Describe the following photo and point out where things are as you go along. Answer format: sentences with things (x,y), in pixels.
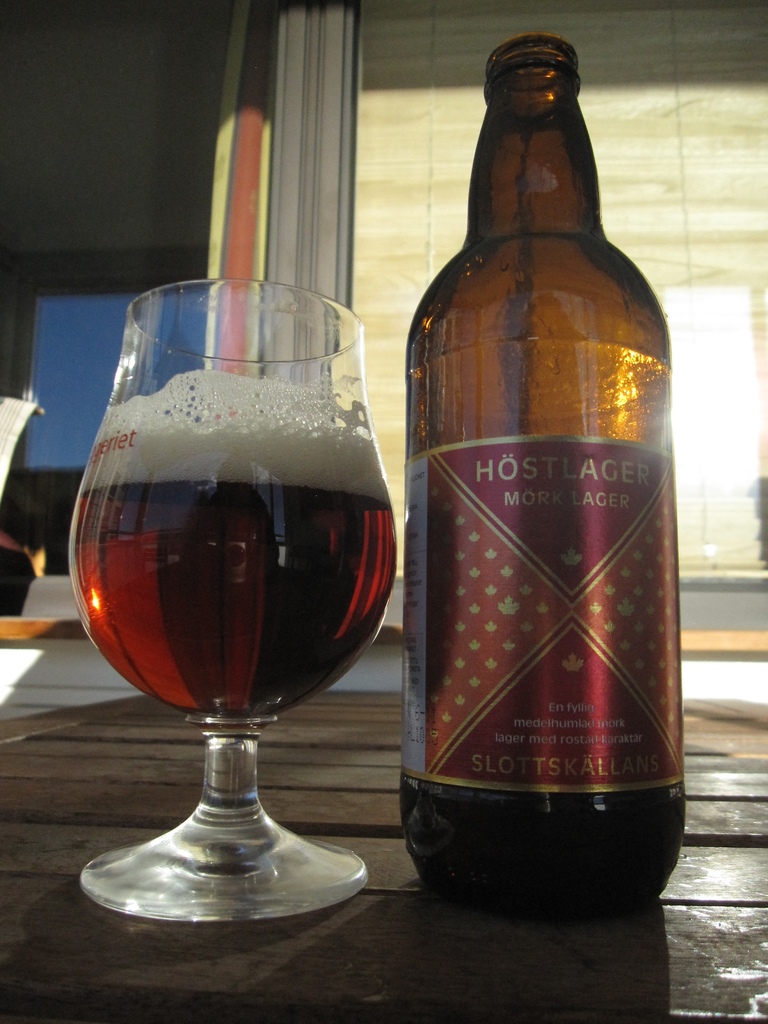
There is a beer bottle (501,537) and a glass (225,649) with beer (225,685) on the table (163,961). In the background (381,129) we can see window (335,256).
